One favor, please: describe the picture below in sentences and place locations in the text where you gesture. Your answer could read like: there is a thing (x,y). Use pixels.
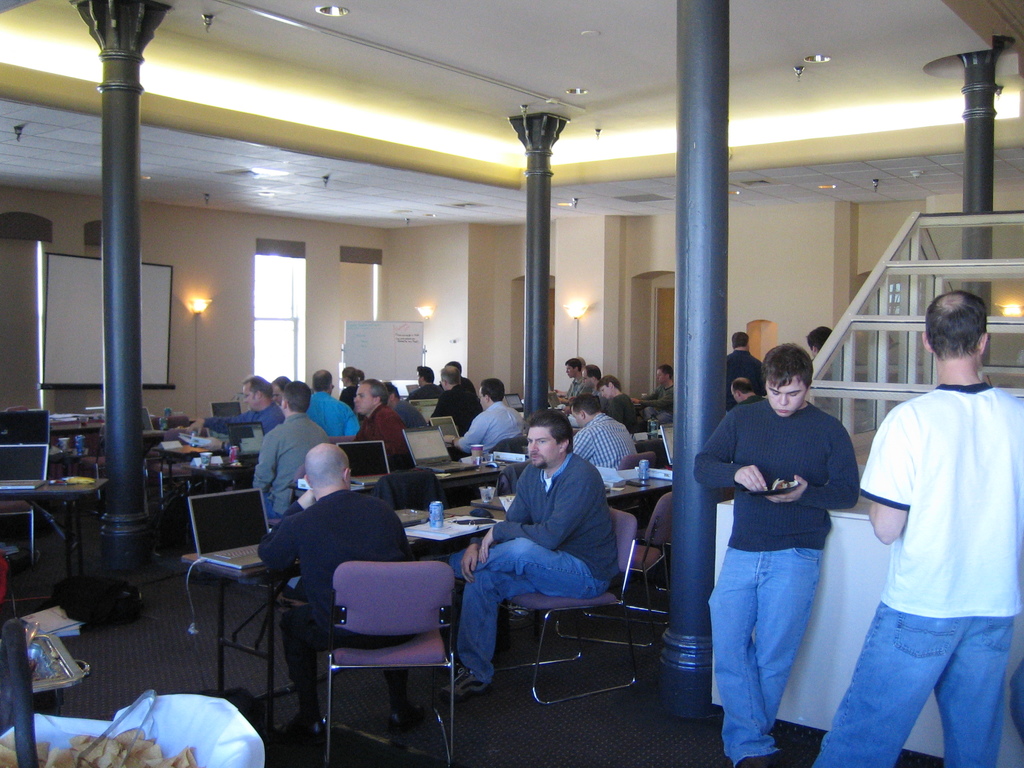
In the image we can see a lot of people (599,453) were sitting. And coming to the right side (781,501) we can see the two persons (872,472) were standing. And in the bottom (58,747) we can see some food item (158,747). Coming to the background (419,269) we can see the light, wall (492,303), board (372,341), pillar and tables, chair (438,485) and some objects (442,469) around them.
